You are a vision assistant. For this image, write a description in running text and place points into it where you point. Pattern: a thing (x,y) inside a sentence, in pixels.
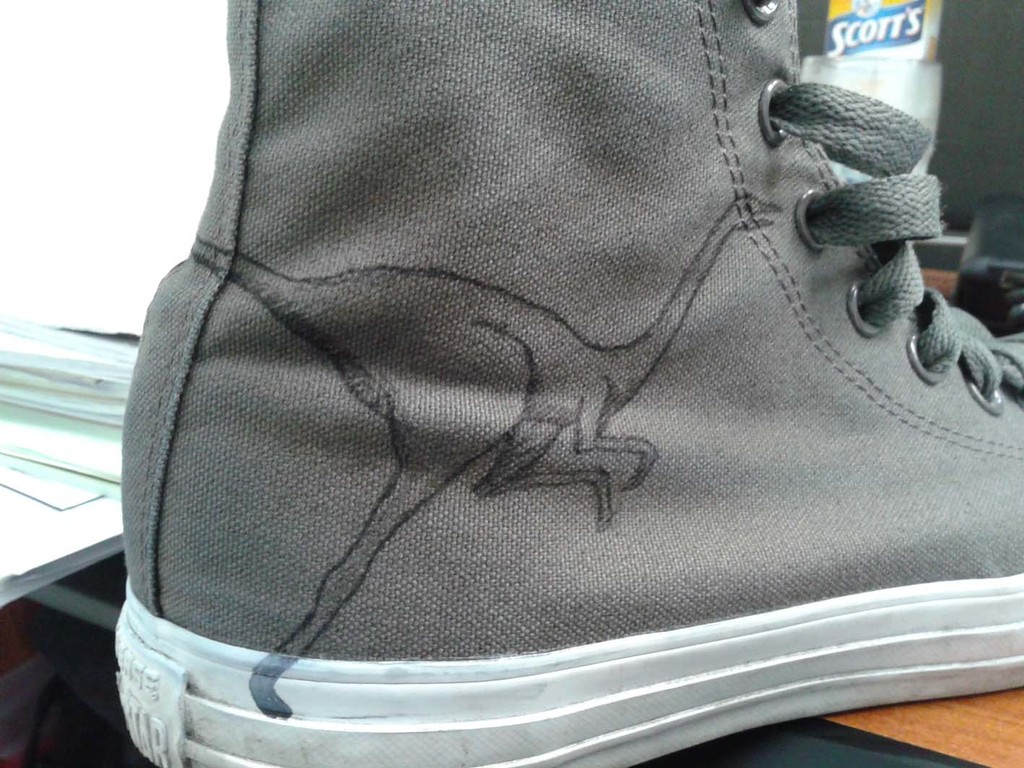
In this picture I can see a shoe (561,640) placed on the wooden surface (843,714).
